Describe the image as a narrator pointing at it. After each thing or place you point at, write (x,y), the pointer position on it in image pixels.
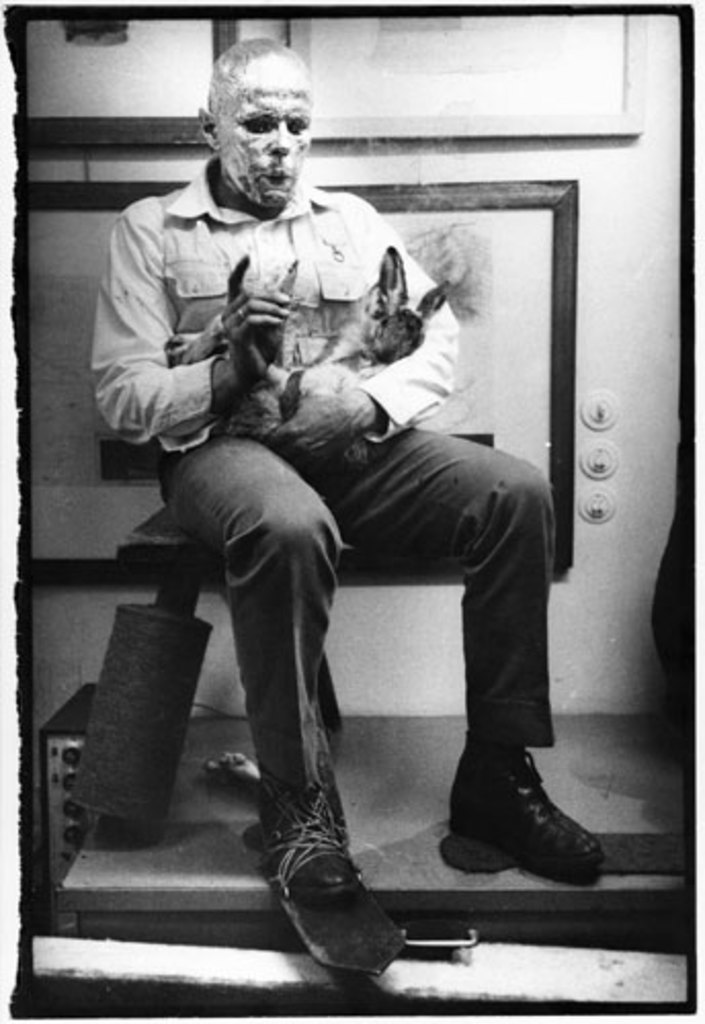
In the middle of the picture (443,502) we can see a person (274,537) sitting, he is holding an animal (397,308). In the background (299,47) there are frames (428,82). The picture has some white border (163,1019).
